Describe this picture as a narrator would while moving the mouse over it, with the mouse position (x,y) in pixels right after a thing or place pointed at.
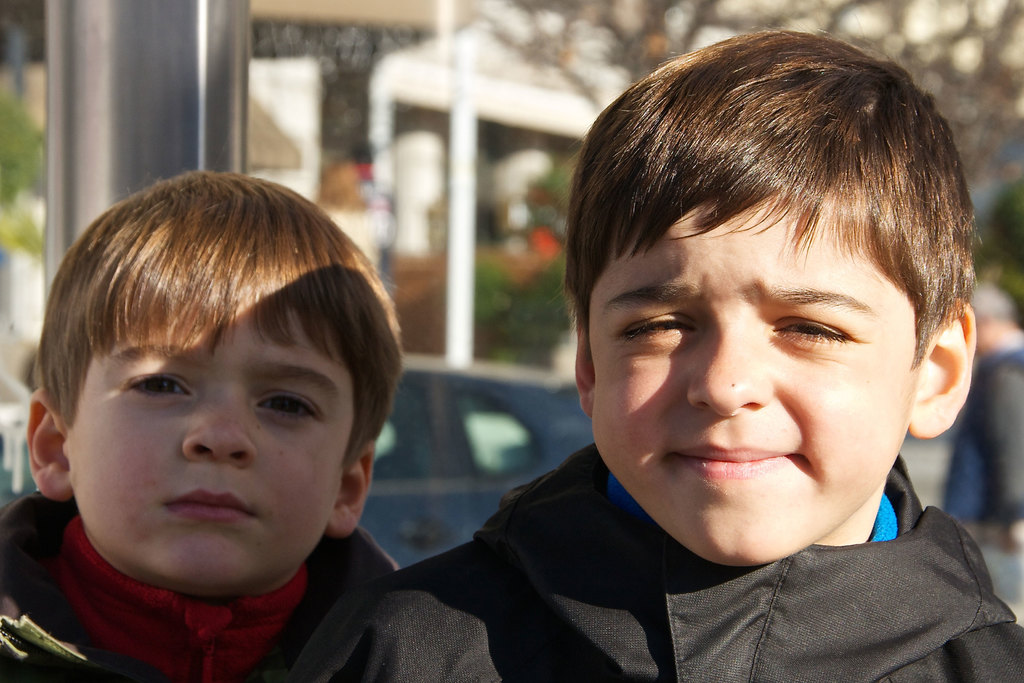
In this image in the foreground (324,356) there are two boys (194,426) and in the background (481,108) there are some buildings (490,120), trees (1013,100), pole (462,156) and on the left side (107,133) there is another pole (115,114). On the right side (998,419) there is another person (996,439).
